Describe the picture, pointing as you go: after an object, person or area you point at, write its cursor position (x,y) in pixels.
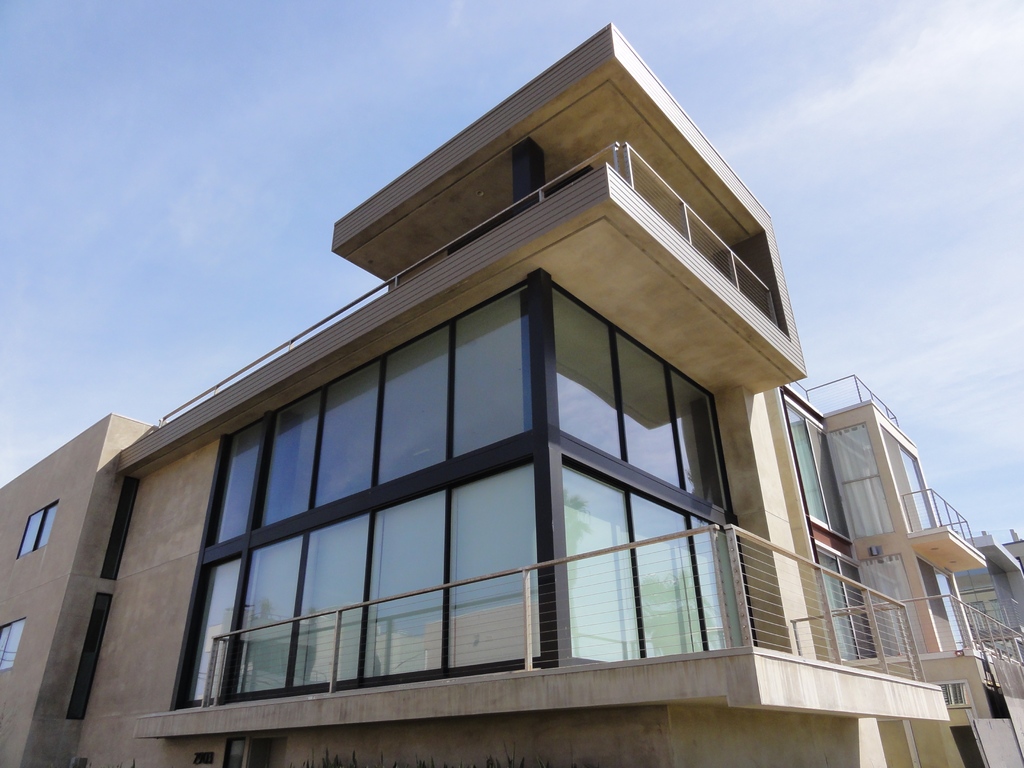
In the foreground of this image (118,586), there is a building (593,677), glass doors (423,582) and the windows (33,535). In the background (993,572), there is another building (1000,554) on the right (990,551). On the top (404,112), there is the sky (255,160) and the cloud (184,221).
